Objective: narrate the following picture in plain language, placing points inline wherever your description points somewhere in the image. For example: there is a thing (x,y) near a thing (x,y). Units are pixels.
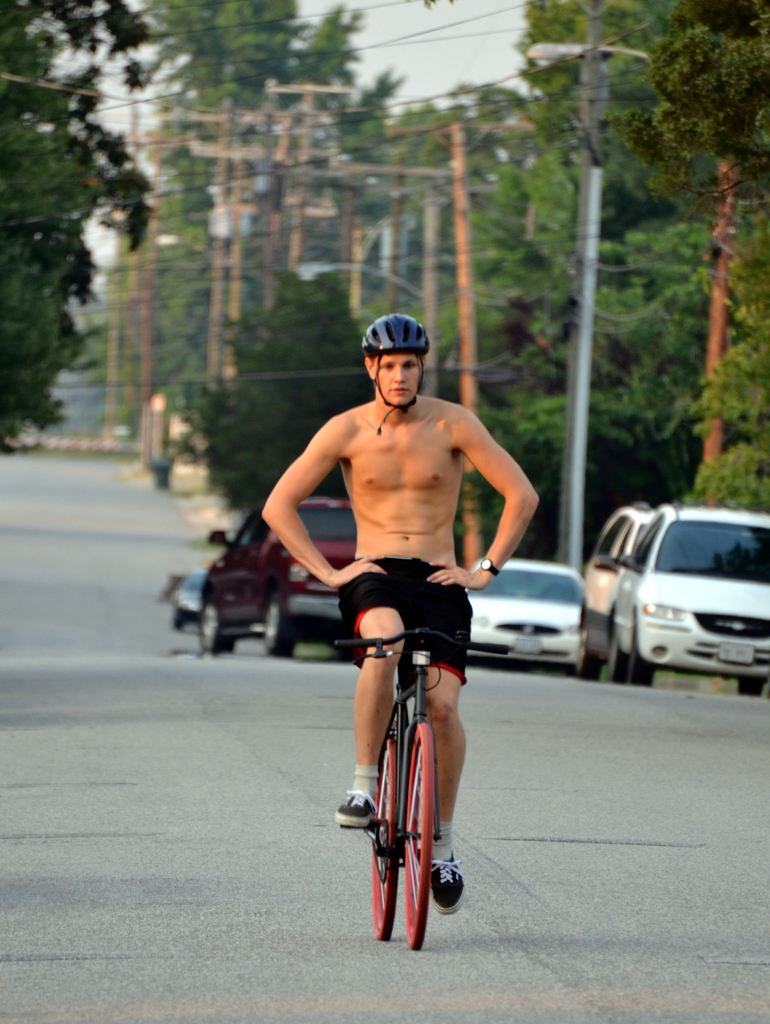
A person (391,558) is riding bicycle (395,756) on the road (319,666). Behind him there are vehicles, electric poles (357,251), trees (171,358) and sky (409,87).
